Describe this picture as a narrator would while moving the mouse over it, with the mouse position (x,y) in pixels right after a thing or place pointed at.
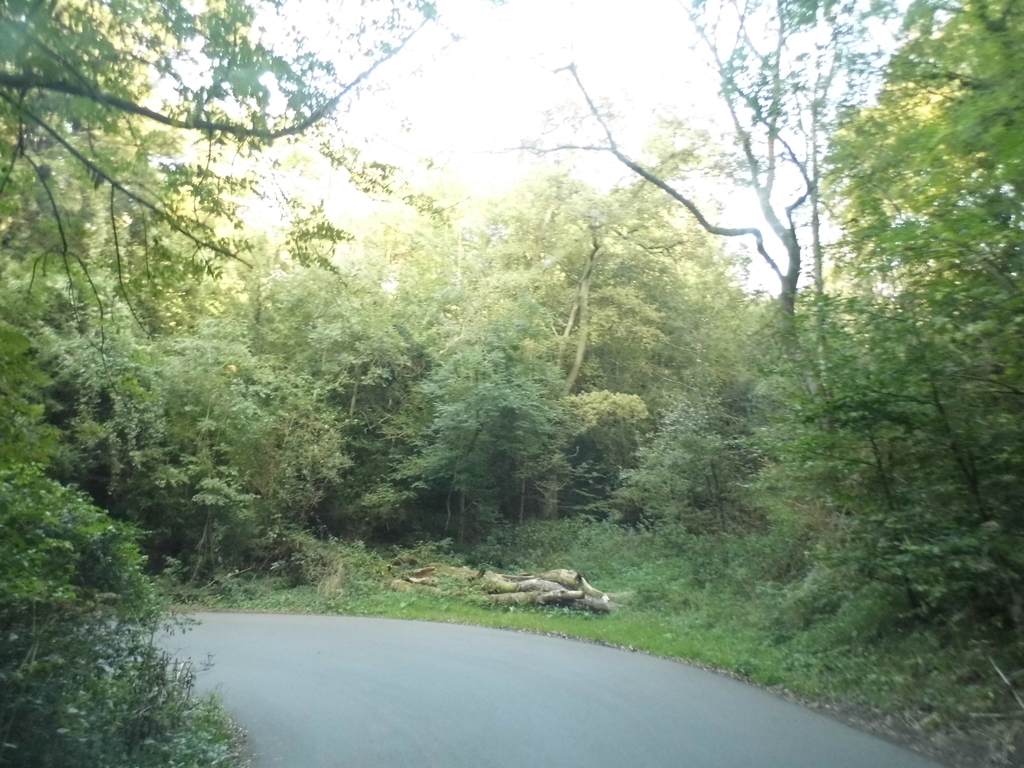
In the foreground of the picture (152,698) there are plants (122,748), grass (894,685) and road (357,676). In the center of the picture (475,388) there are trees (262,354), plants (432,523) and wood (548,588).
